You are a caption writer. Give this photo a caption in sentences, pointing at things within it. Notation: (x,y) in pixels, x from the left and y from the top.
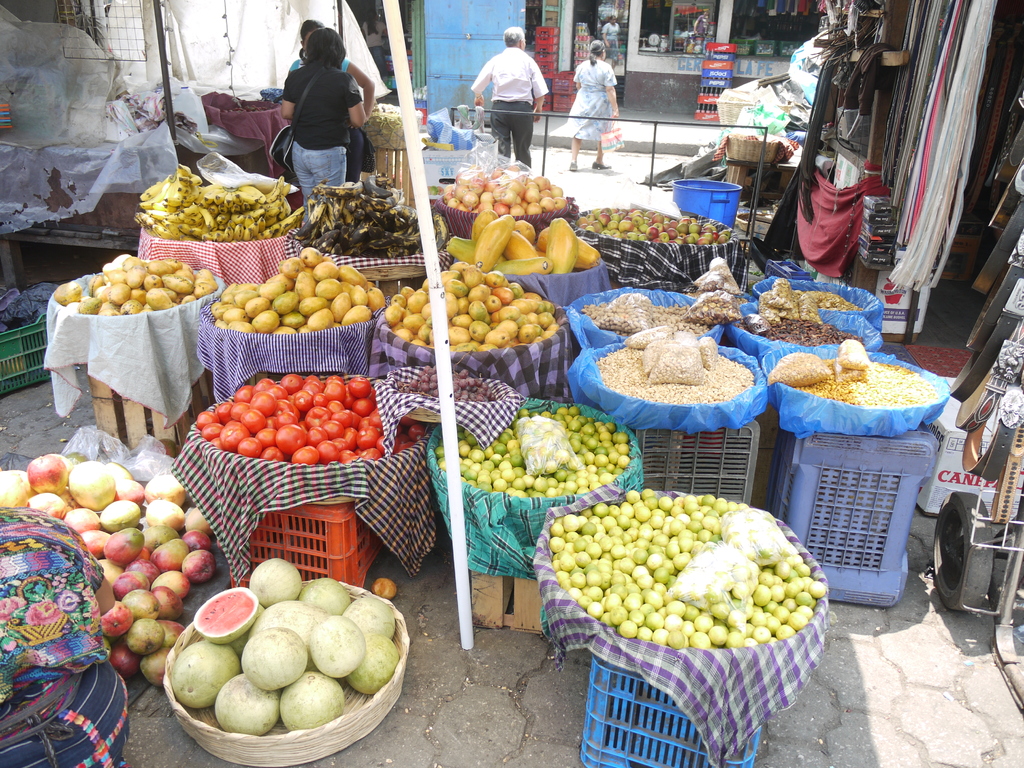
In the middle of this image (500,440), there are tomatoes (263,419), bananas (162,202), lemons (580,470) and other food items (381,304) arranged in the baskets (318,504) which are placed on the surface (272,371) of the baskets (345,544) and there is a white color pole (433,231). On the left side (191,554), there are fruits (114,554) and a person (123,727). On the right side (908,61), there are belts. In the background (426,28), there are other persons (598,83), baskets (548,73) arranged, a building (463,20) which is having glass windows (789,21) and there are other objects (139,31).
